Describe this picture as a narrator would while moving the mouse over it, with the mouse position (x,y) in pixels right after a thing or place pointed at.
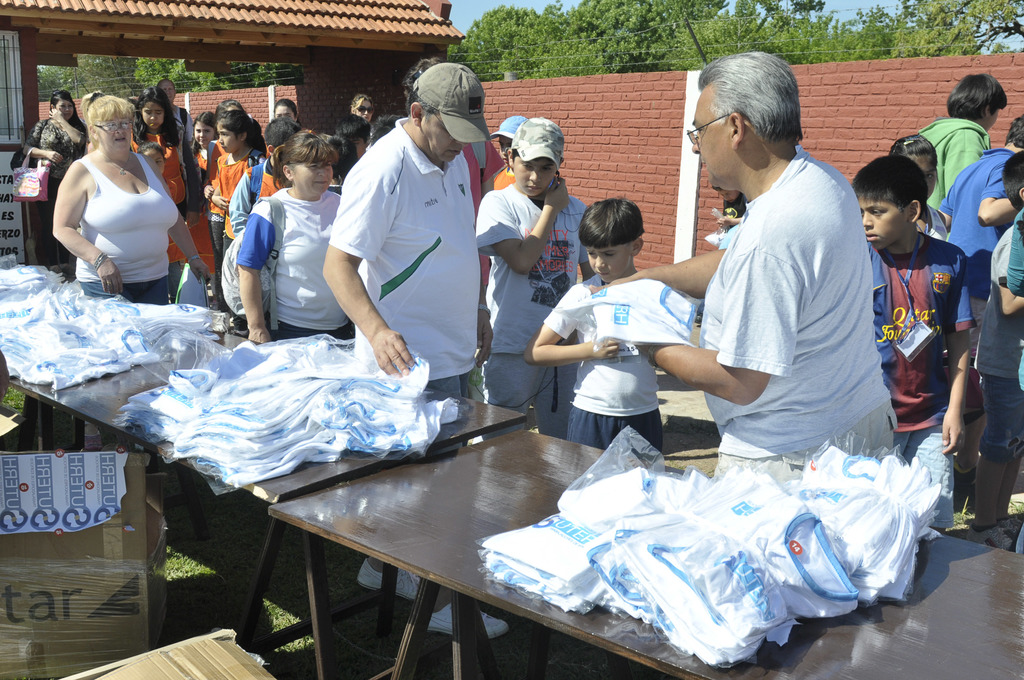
In this image there are t shirts (175,400) on the tables (439,493), beneath the tables (339,496) there are cardboard boxes (85,546), on the other side of the tables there are a few people (209,212), beside them there is a wall (659,106), on the wall (675,84) there is a barbed wire fence (699,55), on the other side of the wall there are trees (685,13).
